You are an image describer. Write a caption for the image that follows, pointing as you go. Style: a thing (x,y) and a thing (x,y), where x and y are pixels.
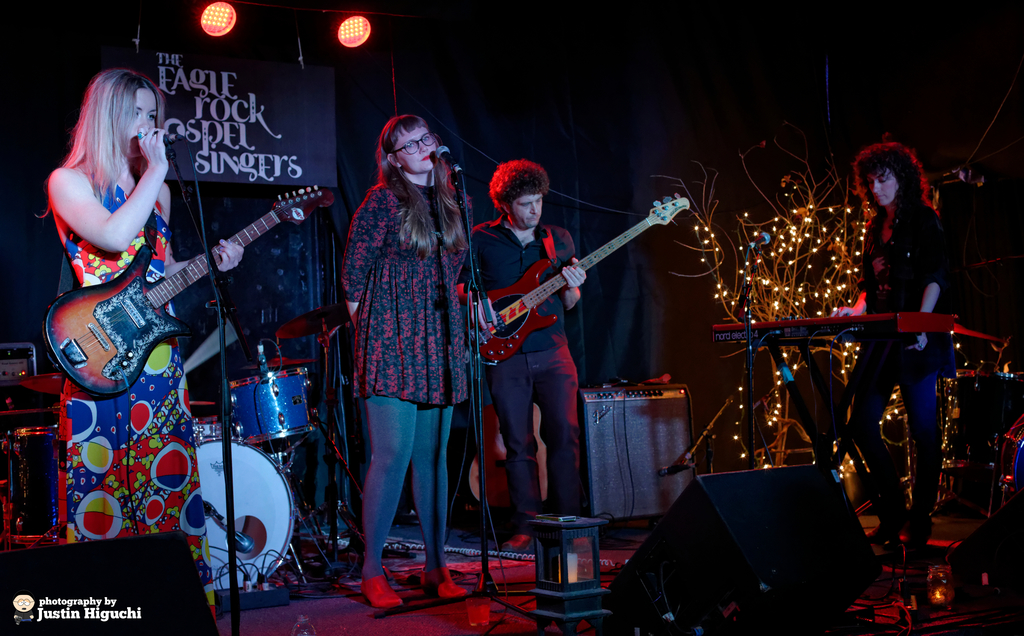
A rock band (912,286) is performing in an event. The band (557,243) consists of three women (82,256) and a man (523,252).
